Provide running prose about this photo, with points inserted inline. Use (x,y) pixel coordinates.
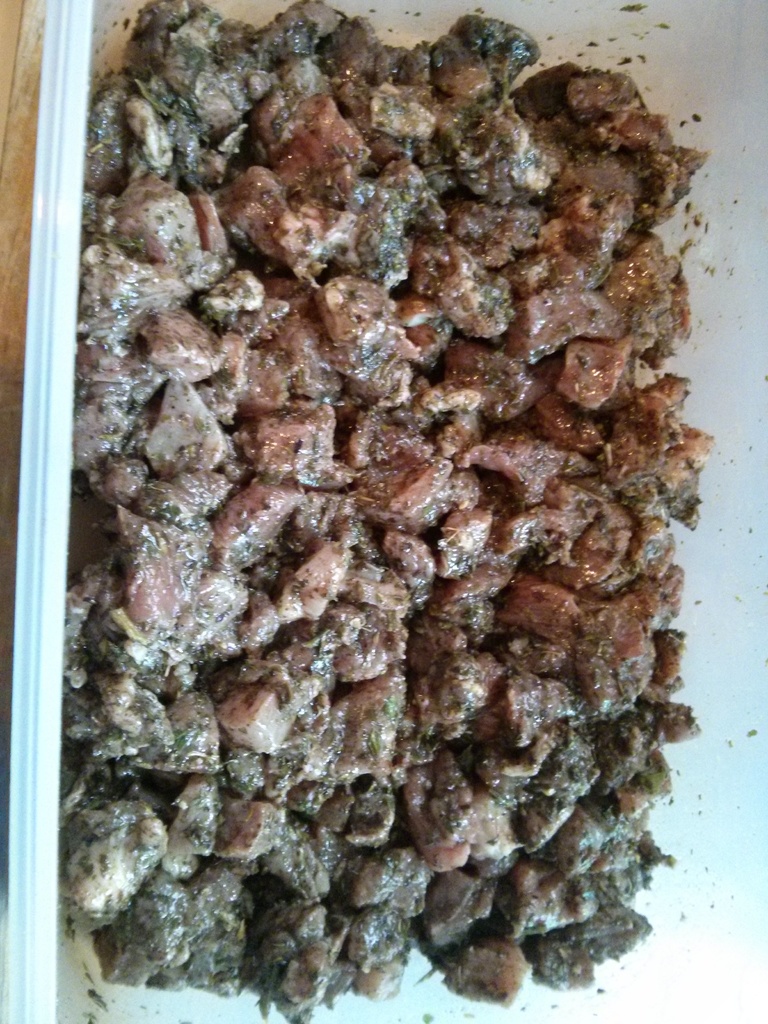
In this image I can see number of brown and black colour things (342,464).
